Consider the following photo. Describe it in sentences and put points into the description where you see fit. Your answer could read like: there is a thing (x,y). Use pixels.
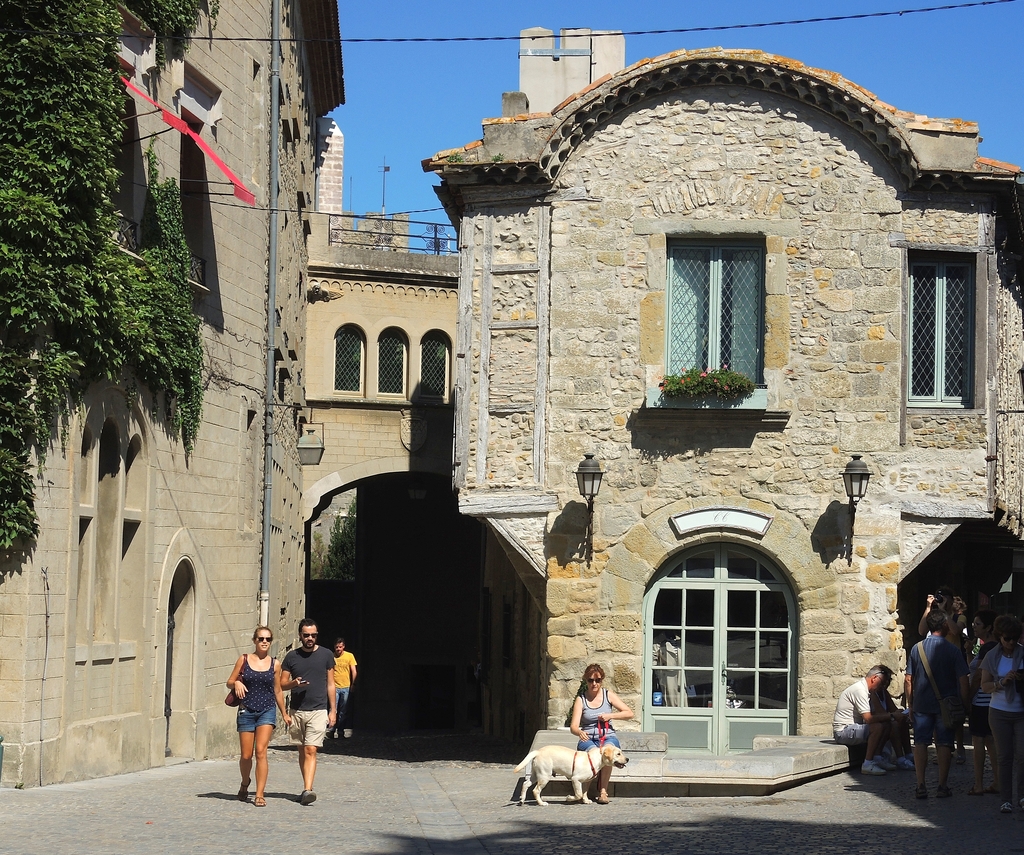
In this picture I can see group of people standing and there is a woman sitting and holding the belt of a dog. There are buildings (603,387), plants (62,15), lights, and in the background (427,95) there is the sky (960,67).
